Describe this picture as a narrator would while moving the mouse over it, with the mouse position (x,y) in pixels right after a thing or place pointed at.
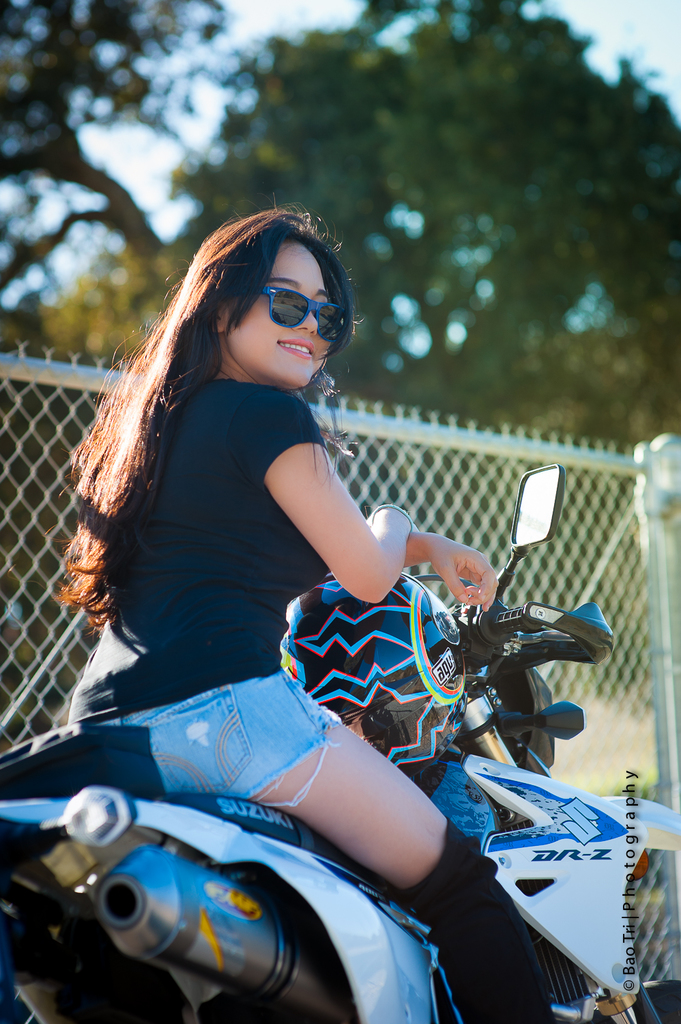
In a picture a woman (363,740) is sitting on the bike (512,652) with the helmet (380,673) in front of her there is a iron mesh (475,531) near the woman (207,344) there are some trees (507,157) there is a clear sky (611,74).
